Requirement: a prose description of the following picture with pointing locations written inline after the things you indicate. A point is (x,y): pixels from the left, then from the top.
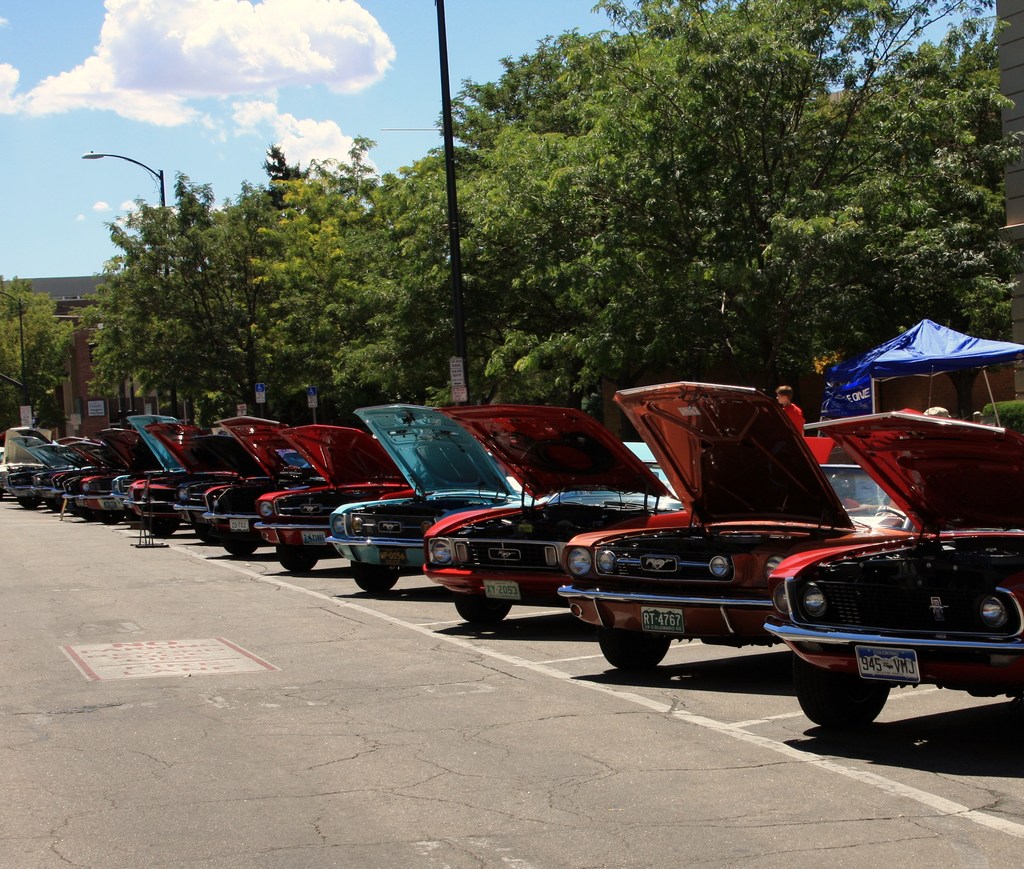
In this image in the center (448,536) there are cars (432,511) parked on the road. On the right side (683,261) there are trees (511,245). There are poles (453,228) and the sky (325,95) is cloudy.
